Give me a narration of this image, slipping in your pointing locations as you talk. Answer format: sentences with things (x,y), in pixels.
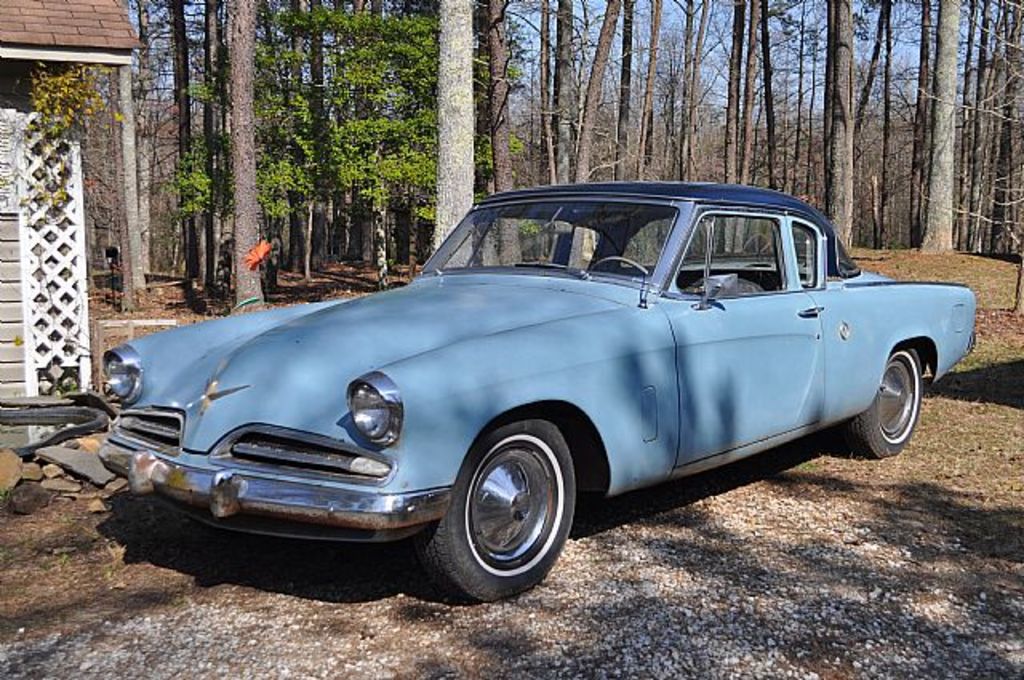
In this picture we can see a car (520,478) on the road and in the background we can see trees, sky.
